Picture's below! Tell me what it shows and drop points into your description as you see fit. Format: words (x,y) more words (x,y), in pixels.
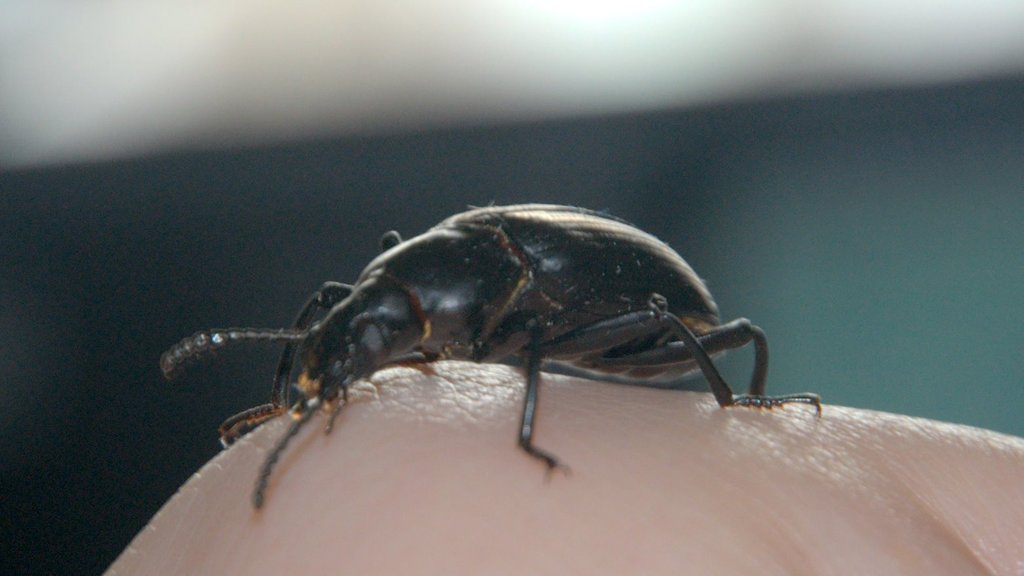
In the center of the image (472,356) we can see a bug (519,347) on the finger (611,466) of a person (462,491).
